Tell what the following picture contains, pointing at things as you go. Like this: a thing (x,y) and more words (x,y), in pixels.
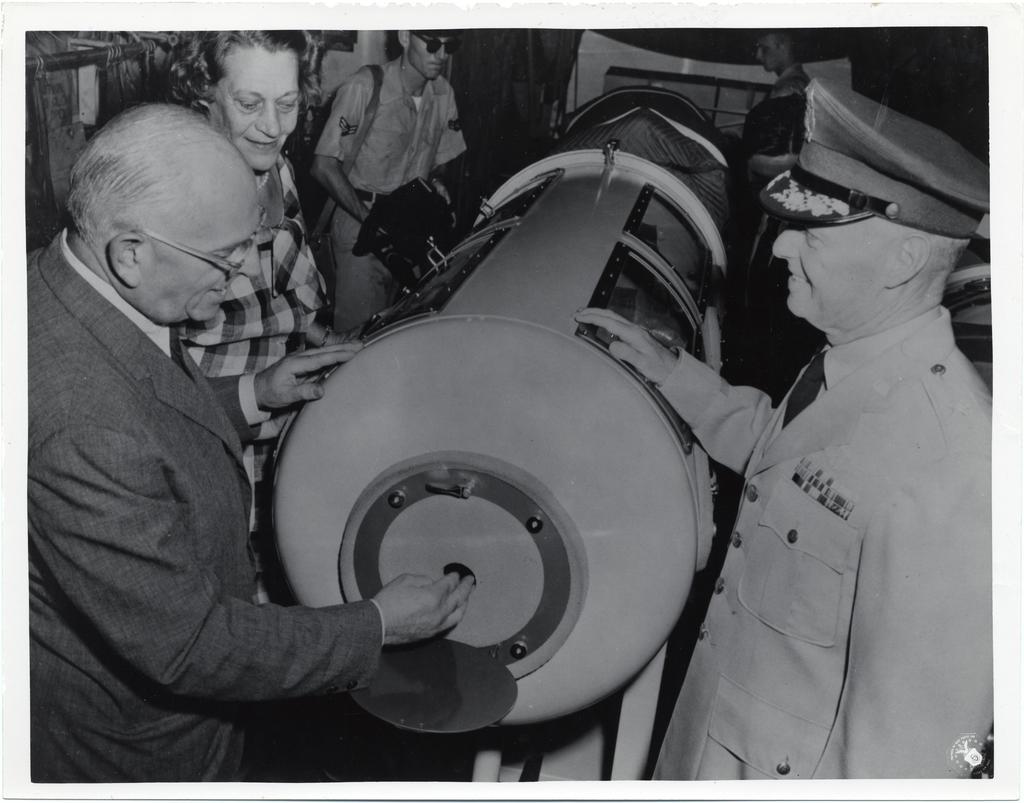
In the center of the image (532,362) there is a machine (622,206) and we can see people (305,259) standing around the machine (636,189). The man (819,702) standing on the right (833,625) is wearing a cap (834,176).
